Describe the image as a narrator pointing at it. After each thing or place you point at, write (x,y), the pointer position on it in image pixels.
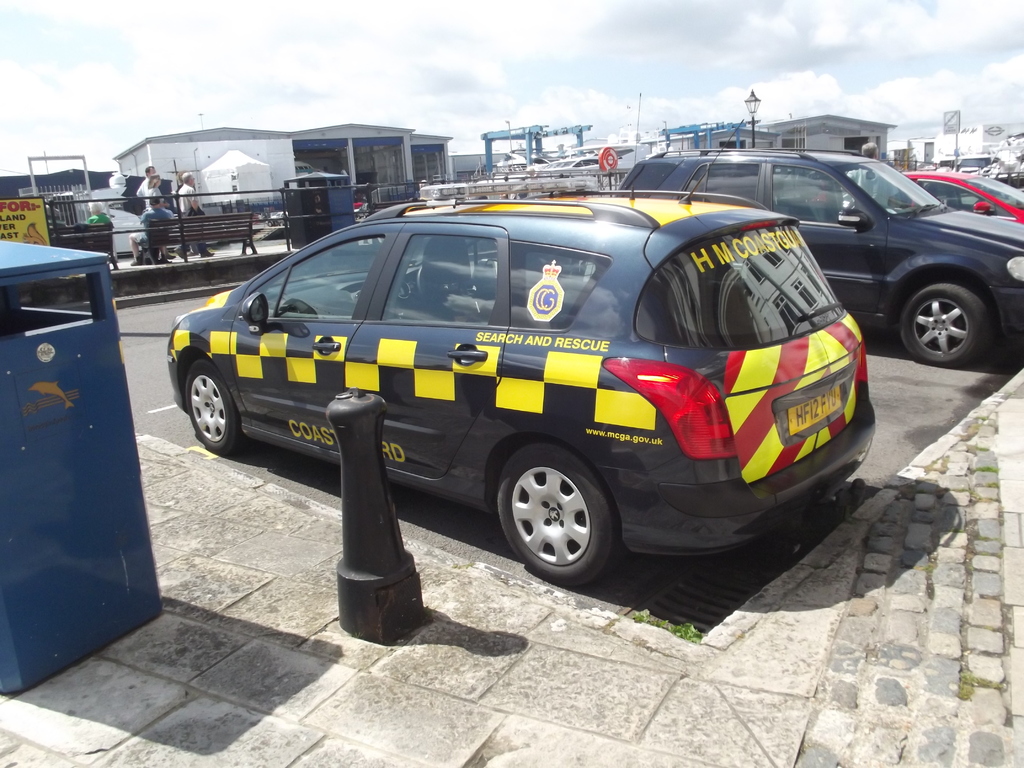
In this picture I can see few cars (361,225) on the right side (687,295), in the background (242,195) I can see few persons (169,211) and sheds (473,166). At the top (499,59) there is the sky (393,70).
